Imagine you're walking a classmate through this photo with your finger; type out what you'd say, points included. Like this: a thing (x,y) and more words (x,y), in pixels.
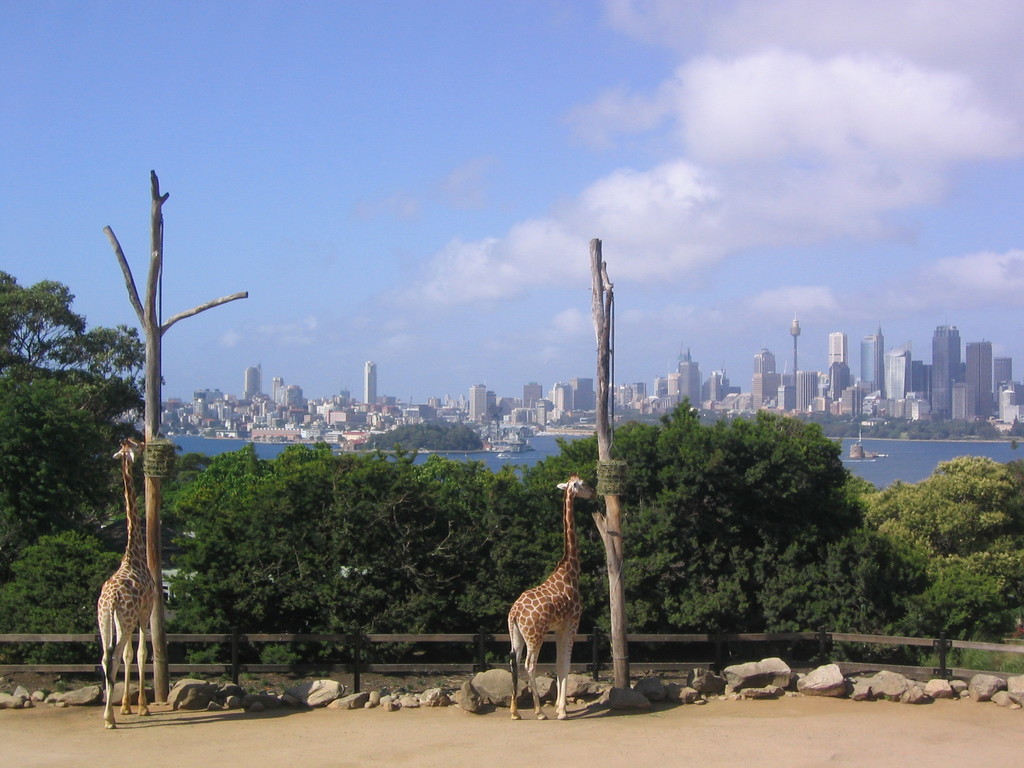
In this image, I can see two giraffes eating food (618,481) and at the back (679,526), I can see there are many trees (645,519), and in the middle (377,422) I can see there are many building (266,401) and water (512,469), and background (251,359) is the sky (393,149).
